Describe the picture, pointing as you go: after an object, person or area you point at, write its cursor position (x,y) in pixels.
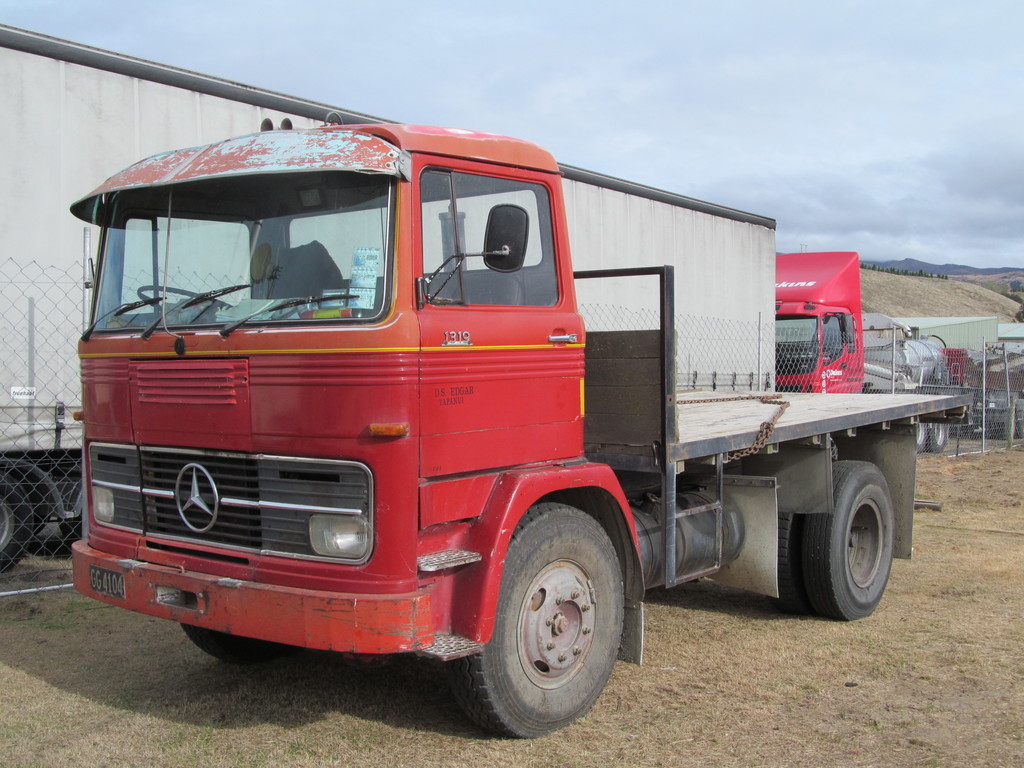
In this picture there is a vehicle (440,419) in the center of the image (418,348) and there are other vehicles (839,288) and a net boundary (27,296) in the background area of the image (725,288).
